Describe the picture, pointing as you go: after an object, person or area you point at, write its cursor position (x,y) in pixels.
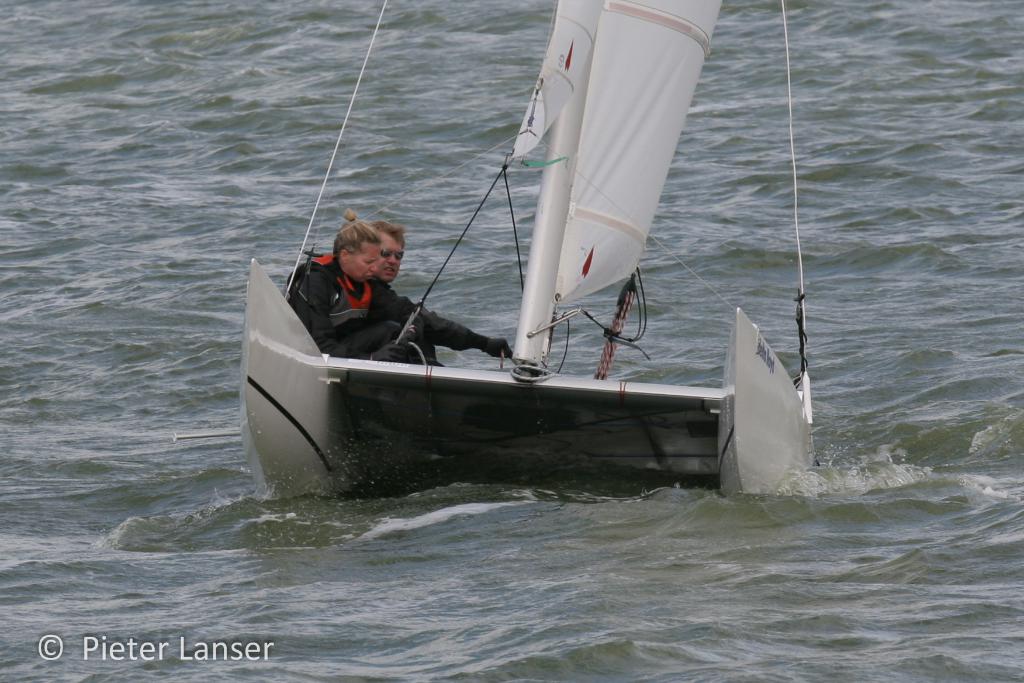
In this image, we can see a woman (373,334) and man (427,339) are sailing a boat (529,456) on the water (873,390). Here we can see ropes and pole (552,268). Left side (218,647) bottom of the image (151,650), there is a watermark (101,648).
